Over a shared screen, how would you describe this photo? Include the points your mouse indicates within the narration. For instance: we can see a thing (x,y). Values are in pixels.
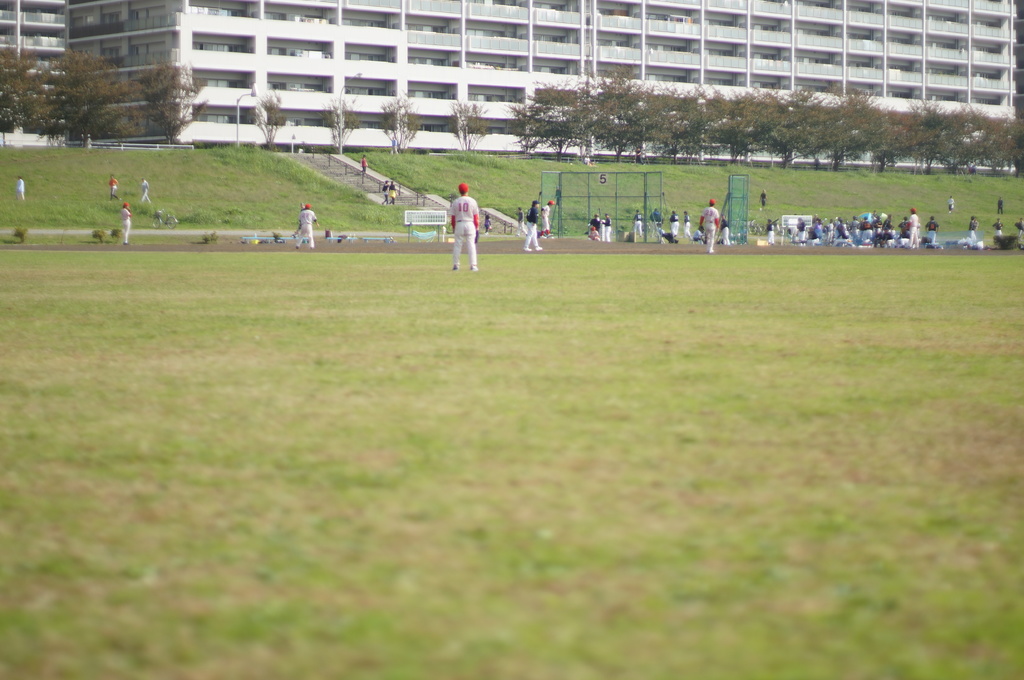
In the image I can see a ground (547,409) in which there are some people (390,193) and also I can see a net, building (591,62) and some trees (806,156) and plants (223,163).
